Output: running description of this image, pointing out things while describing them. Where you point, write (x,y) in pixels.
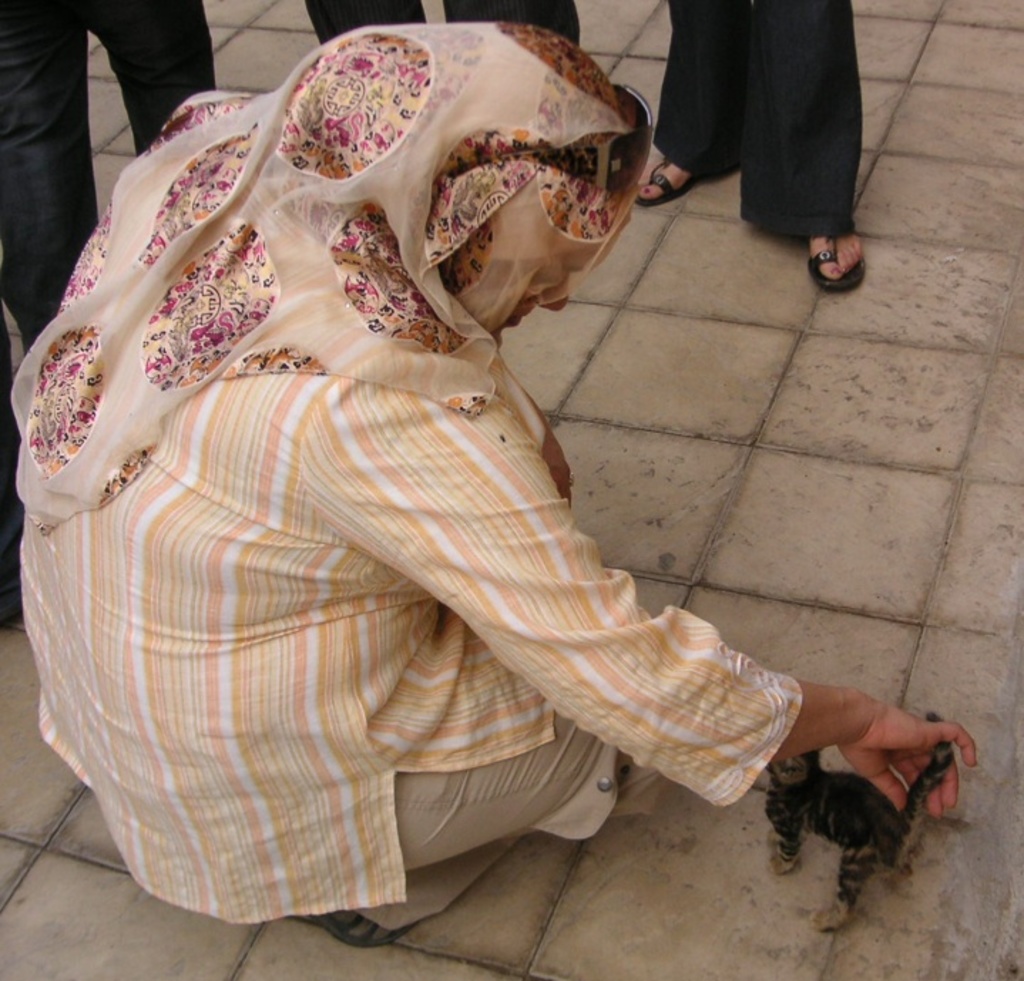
In this picture we can see a person (443,576) is holding something in the front (774,780), in the background (693,109) there are some people (676,57) standing, at the bottom (6,860) we can see tiles (816,430).
